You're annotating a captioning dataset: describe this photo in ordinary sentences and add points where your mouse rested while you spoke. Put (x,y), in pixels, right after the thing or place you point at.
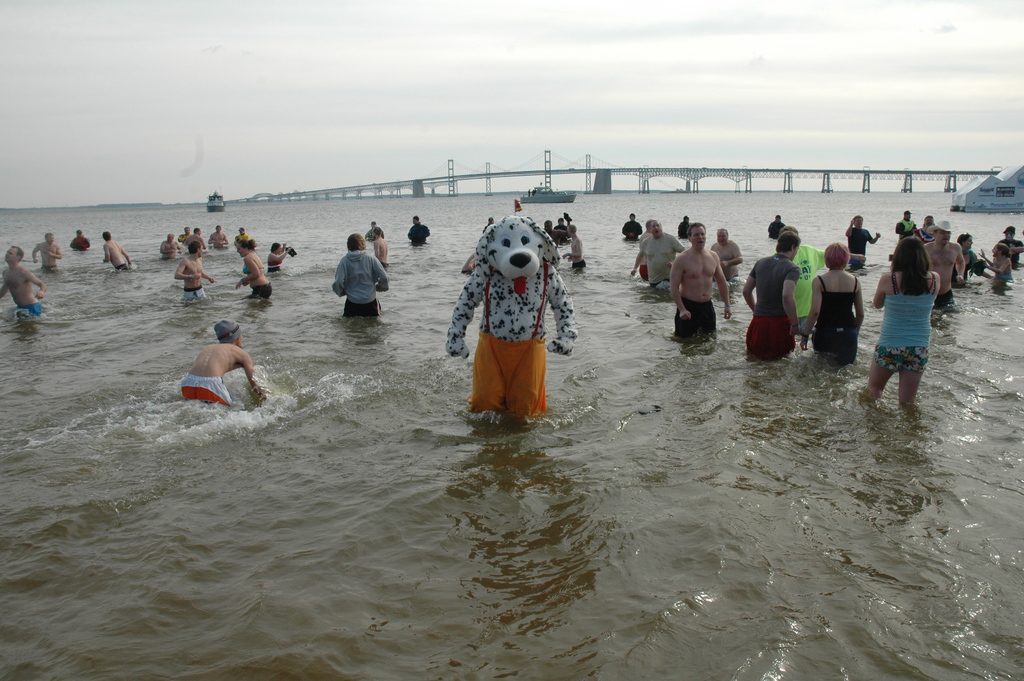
Here we can see water (281,296) and people (498,240). Far there is a bridge (694,185). Sky (886,189) is cloudy. Above this water (408,292) there are boats (537,192).
